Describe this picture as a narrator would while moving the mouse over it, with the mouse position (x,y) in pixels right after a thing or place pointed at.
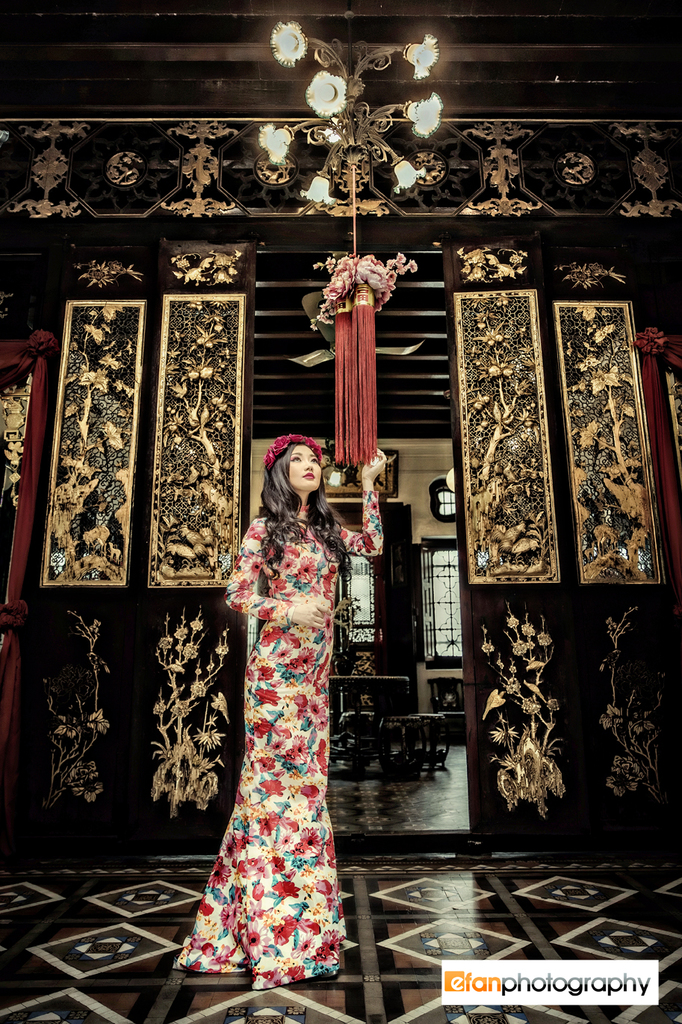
In this image, we can see a girl (298,751) and in the background (180,381), there are frames (180,319). At the top (322,106), we can see ceiling decor (353,139).
